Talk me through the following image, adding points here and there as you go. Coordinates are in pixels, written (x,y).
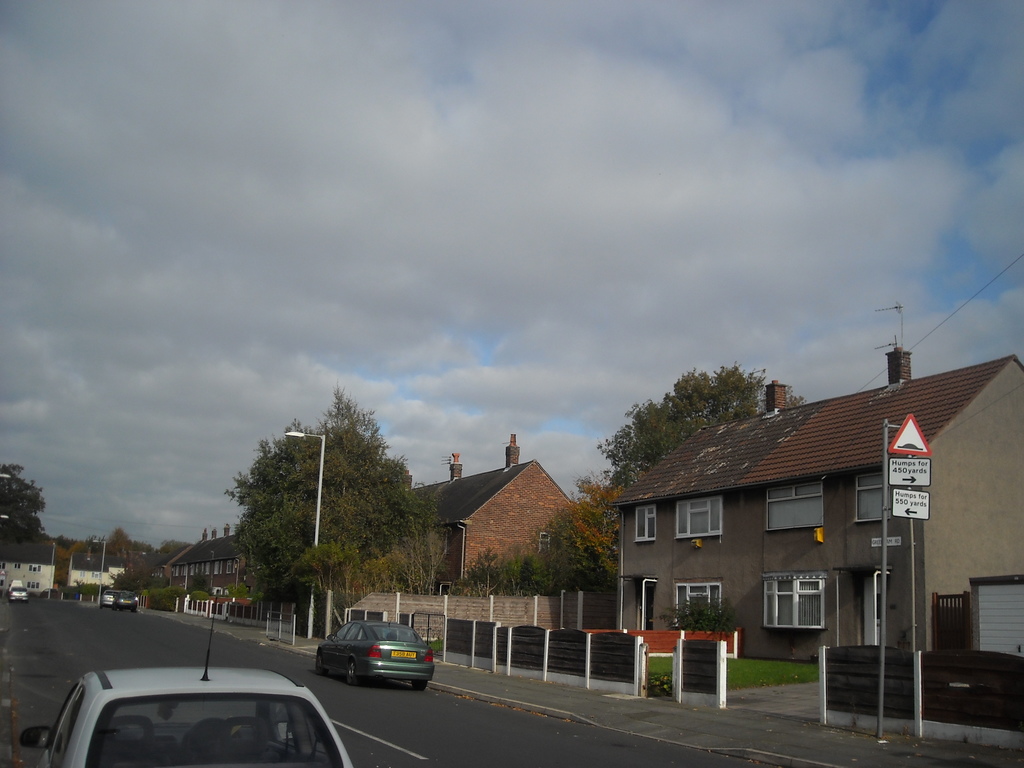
In this image I can see the vehicles (220,689) on the road (361,711). To the side of the road (588,748) I can see the poles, boards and the railing (582,674). I can see many trees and the houses (655,598) with windows (712,595). I can also see many trees (346,524), clouds (597,86) and the sky (544,138).
